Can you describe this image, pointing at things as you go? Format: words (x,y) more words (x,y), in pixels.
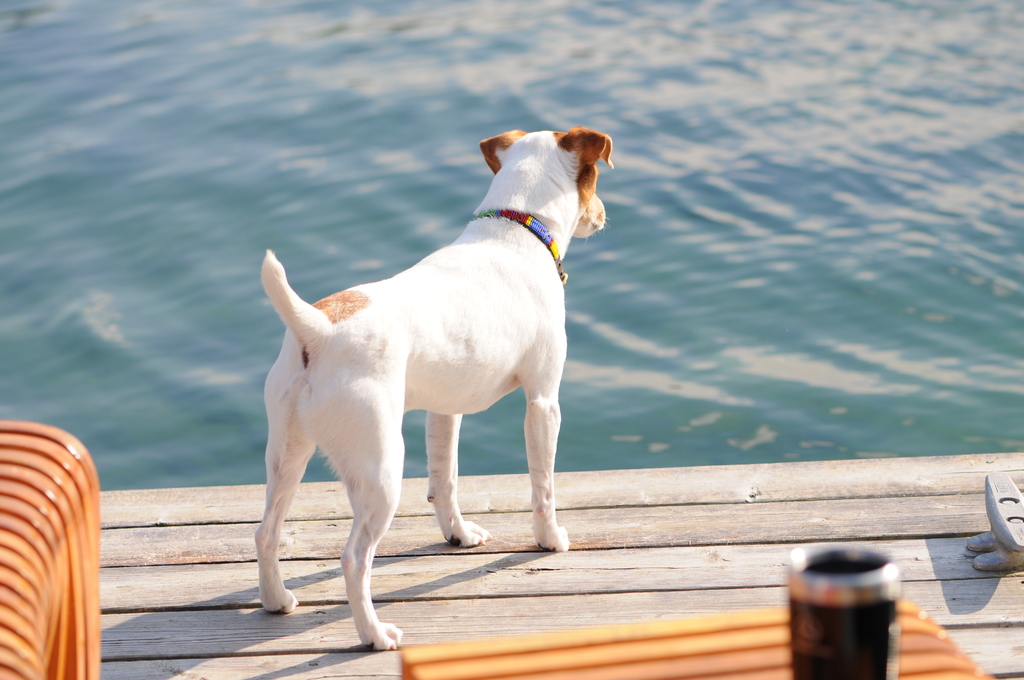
In this picture, we see a white dog (263,558) is on the wooden object (219,569). At the bottom (737,622), we see a stool (760,646) on which a black color object (856,593) is placed. On the left side (58,476), we see a wooden object (75,507). In the background (328,180), we see water (653,343) and this water (744,360) might be in the lake (740,347).
